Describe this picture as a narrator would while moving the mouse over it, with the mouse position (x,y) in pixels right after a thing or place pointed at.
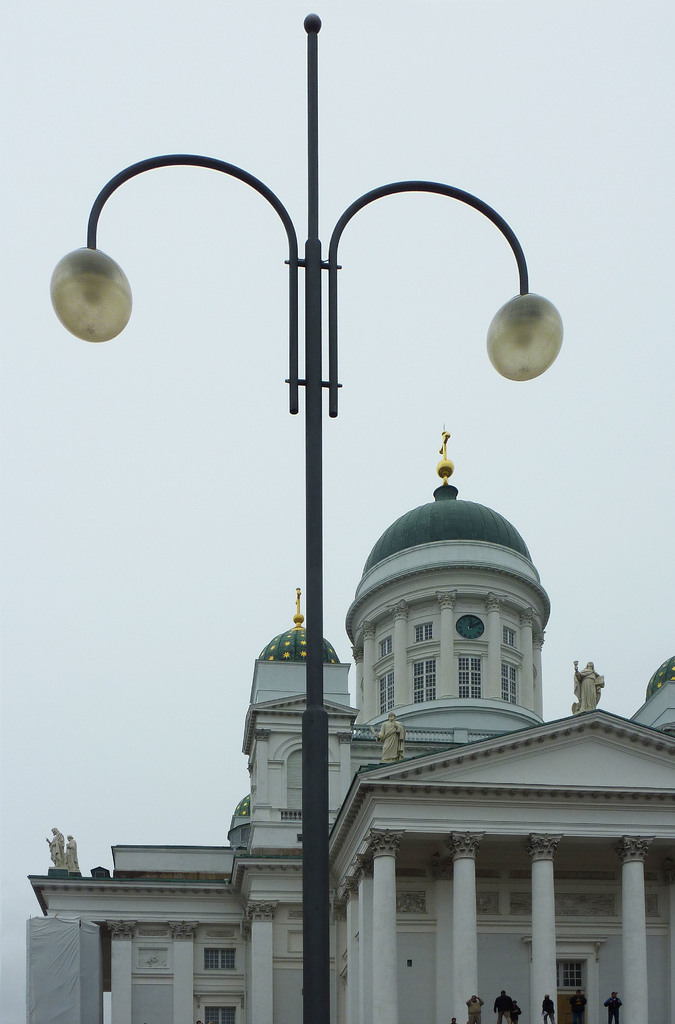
In this image, I can see lights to a pole (291,396) and a building (361,812). At the bottom right side of the image (575,1023), I can see few people (617,1014). In the background (134,524), there is the sky (162,289).
